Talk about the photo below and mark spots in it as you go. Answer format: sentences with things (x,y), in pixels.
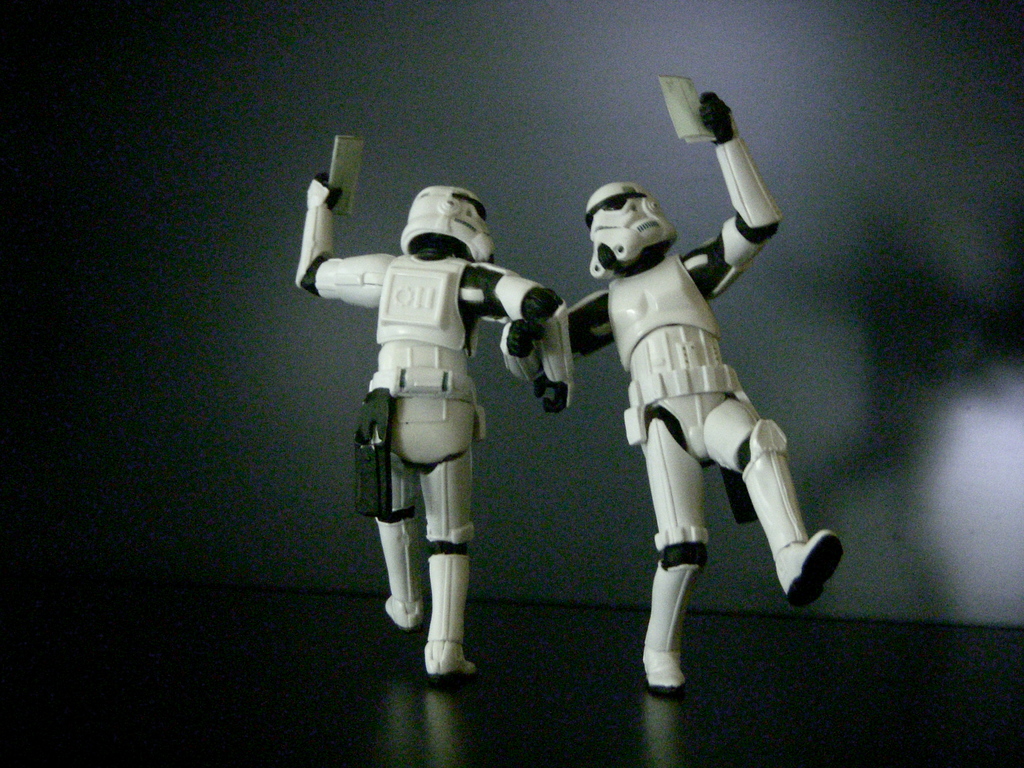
In this picture we can see two toys (671,603) on a surface (256,736).
